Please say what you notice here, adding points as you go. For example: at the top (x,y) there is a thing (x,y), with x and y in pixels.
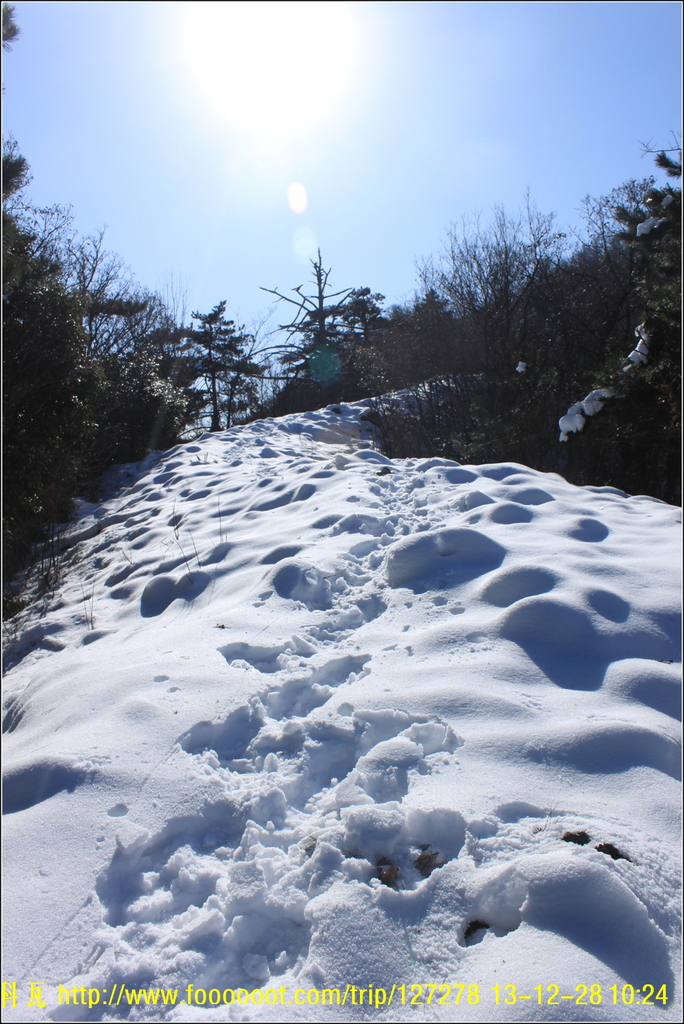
In this image, we can see the snow (357,752), trees (362,372) and plants (27,551). Background (607,69) we can see the sky (231,246). At the bottom of the image (664,1002), we can see the watermark (393,993) in the image.
